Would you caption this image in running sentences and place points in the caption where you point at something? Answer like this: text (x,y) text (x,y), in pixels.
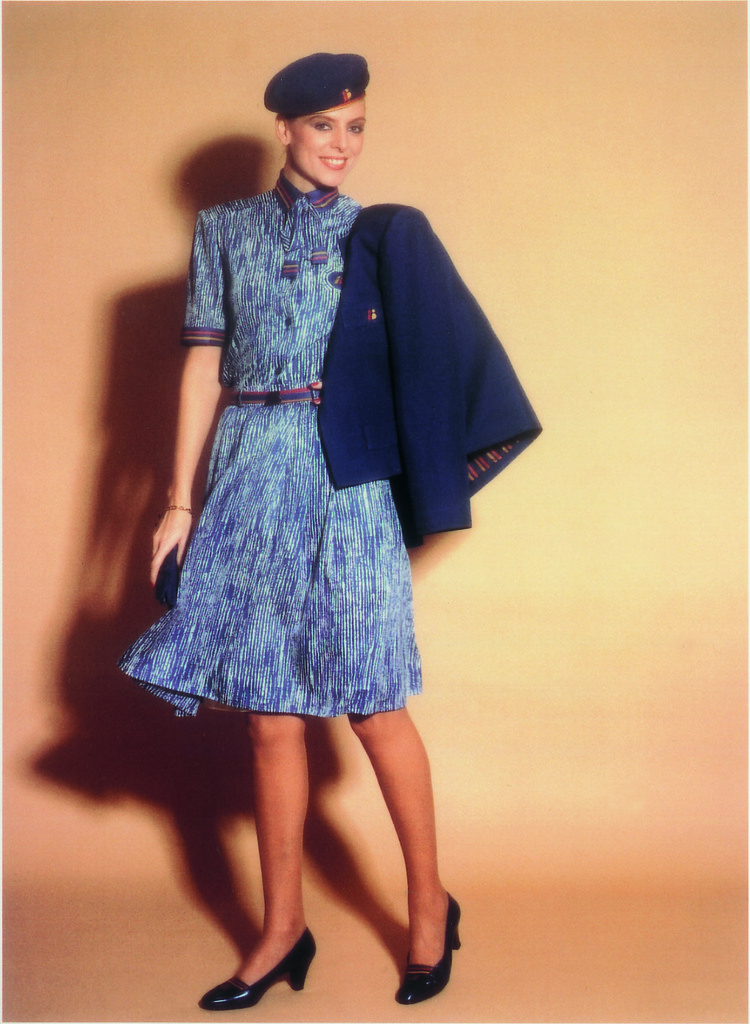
In this image, we can see a woman (376,710) holding an object (175,563) and standing on the floor (306,988). She is smiling and wearing a cap (350,100). In the background (368,168), we can see a shadow (338,877) on the wall (178,732).
